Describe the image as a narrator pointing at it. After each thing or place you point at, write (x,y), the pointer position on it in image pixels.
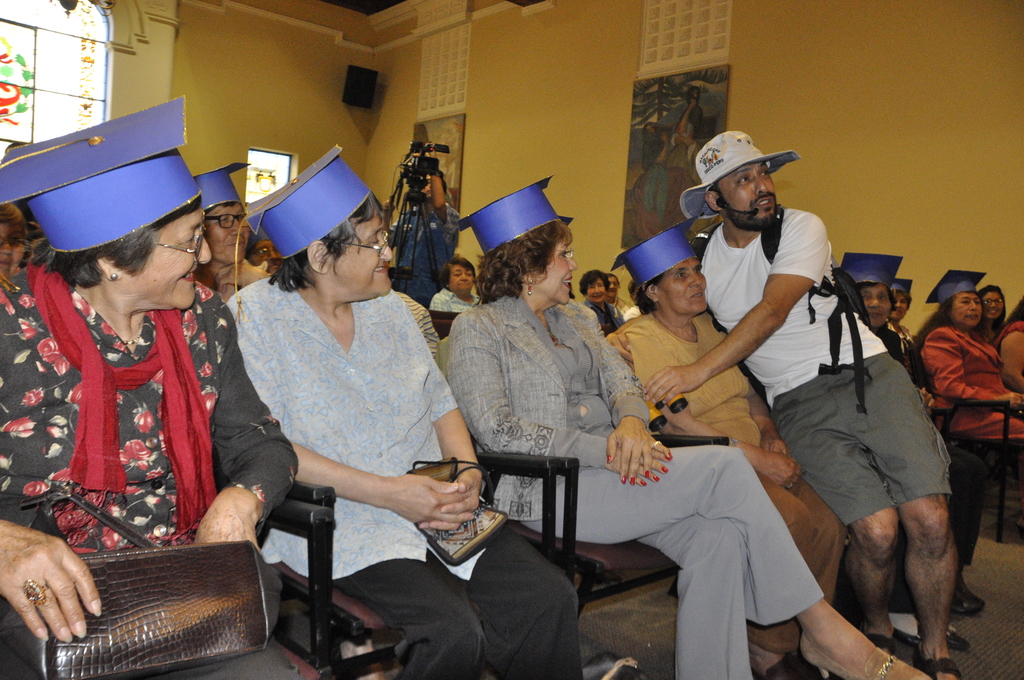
In this picture, we see many people (298,398) are sitting on the chairs (314,541). Many of them are wearing the blue color caps (161,200). The woman (134,176) on the left side (151,249) is holding a handbag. The man (780,292) in the white T-shirt (802,364) is wearing a black backpack (833,289) and a white hat (714,159). He might be talking on the microphone (744,212). On the right side (969,357), we see the women (960,310) are sitting on the chairs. In the middle (444,243), we see a camera stand (401,192) and beside that, we see a man (417,237) in the blue shirt (414,214) is standing. In the background (315,125), we see the window (67,92) and a wall (479,140) on which the photo frames (681,102) are placed.
